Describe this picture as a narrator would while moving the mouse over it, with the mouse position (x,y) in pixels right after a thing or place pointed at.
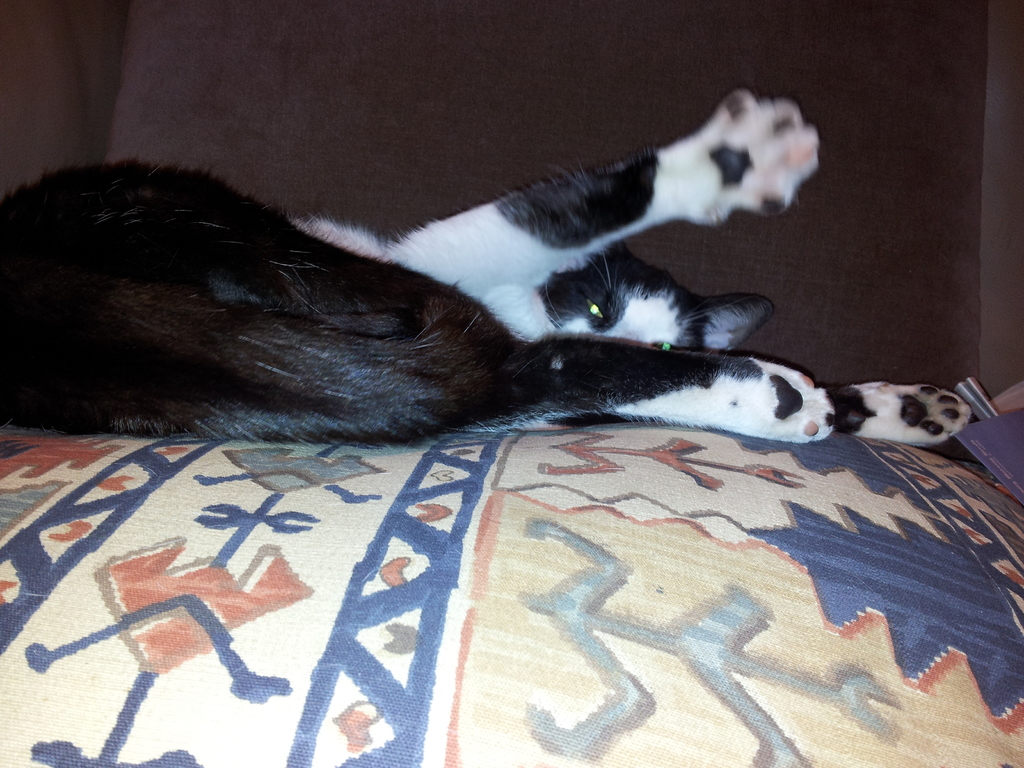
There is a black and white color cat (456,295) lying on a pillow (467,446), which is on the couch (14,66). In the background (460,79), there is a couch back (295,99).
